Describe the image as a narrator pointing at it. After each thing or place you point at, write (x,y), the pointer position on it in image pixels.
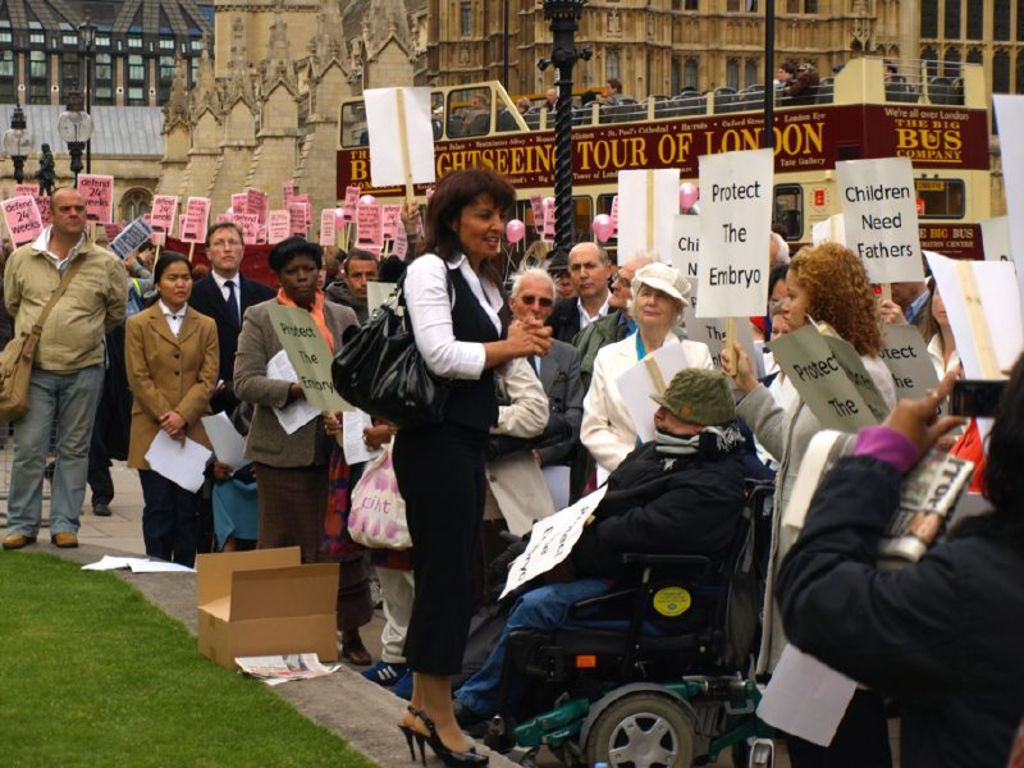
This picture is clicked in the city. The woman (455,368) in white and black dress (475,369) who is wearing black handbag (377,393) is standing. She is talking. Behind her, we see many people (163,319) are standing on the road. All of them are holding pink and white color boards (675,212) with some text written on it. I think they are protesting against something. Beside her, we see a newspaper (280,661) and a carton box (224,606). In the left bottom of the picture (87,674), we see grass (74,627). Behind them, we see a bus (469,117) is moving on the road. In the background (314,33), there are buildings (398,19) and light poles (568,98).
